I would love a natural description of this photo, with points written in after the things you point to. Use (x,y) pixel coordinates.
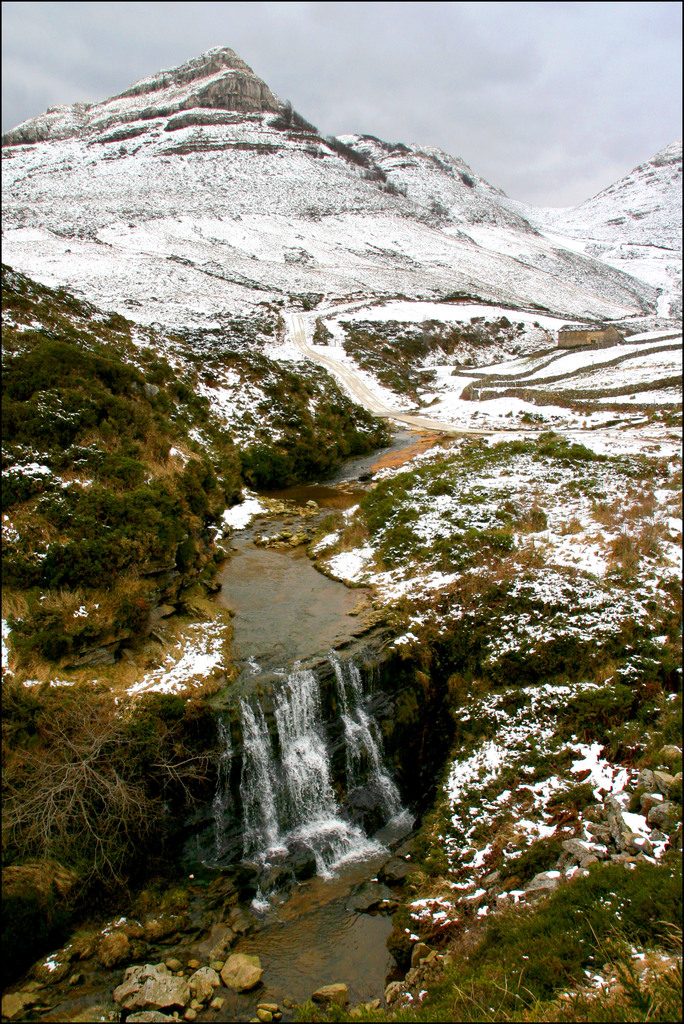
In the foreground of the picture (100,480) we can see shrubs (146,532), trees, rocks (394,973), snow (517,549) and a waterfall (321,834). In the middle of the picture (270,349) we can see mountains (423,228), snow (456,228) and road (437,424). At the top (338,44) there is sky (364,26).
